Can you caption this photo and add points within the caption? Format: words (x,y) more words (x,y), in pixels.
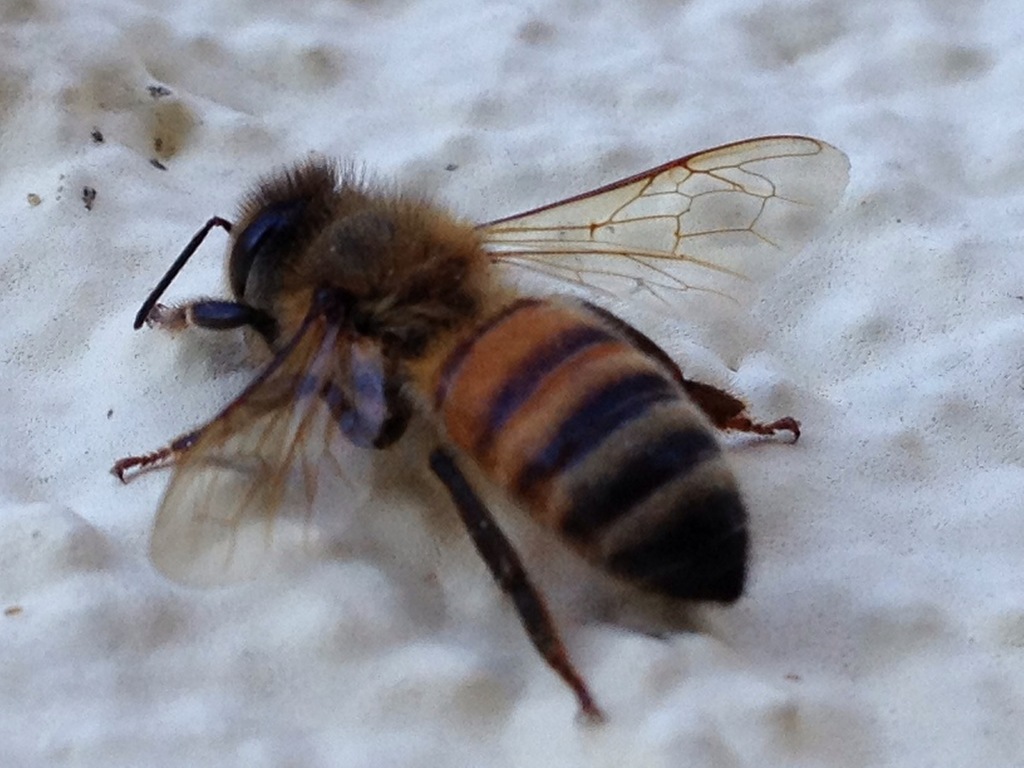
In this picture we can see an insect (633,558) on a white surface (103,617).
